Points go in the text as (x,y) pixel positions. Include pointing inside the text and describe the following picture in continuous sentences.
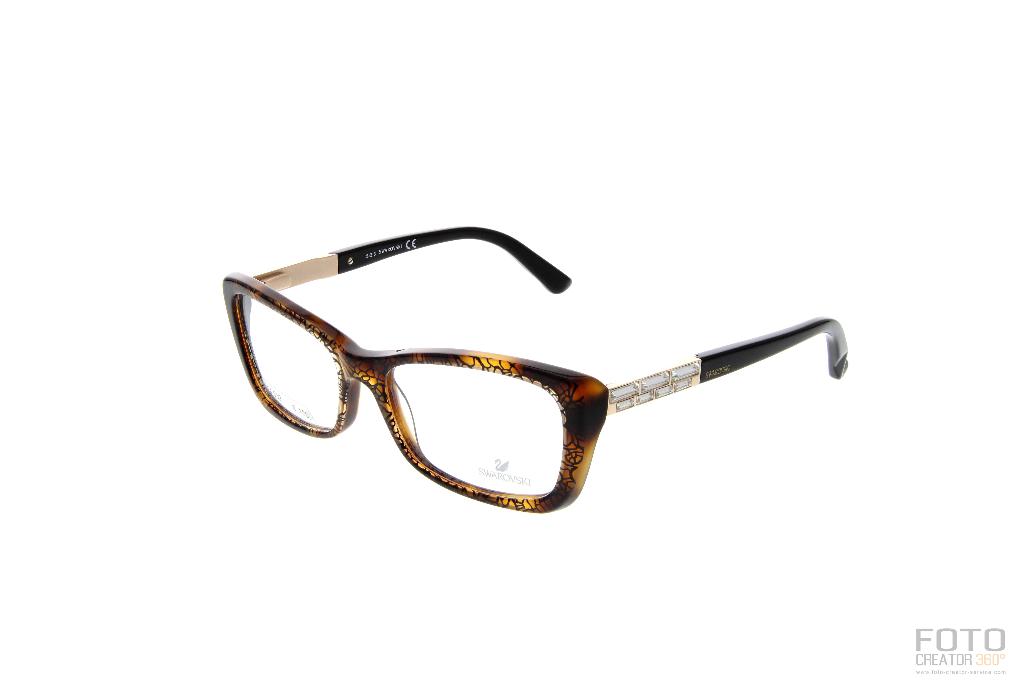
In this picture we can see a spectacle (546,510) and in the background (624,543) we can see white color.
